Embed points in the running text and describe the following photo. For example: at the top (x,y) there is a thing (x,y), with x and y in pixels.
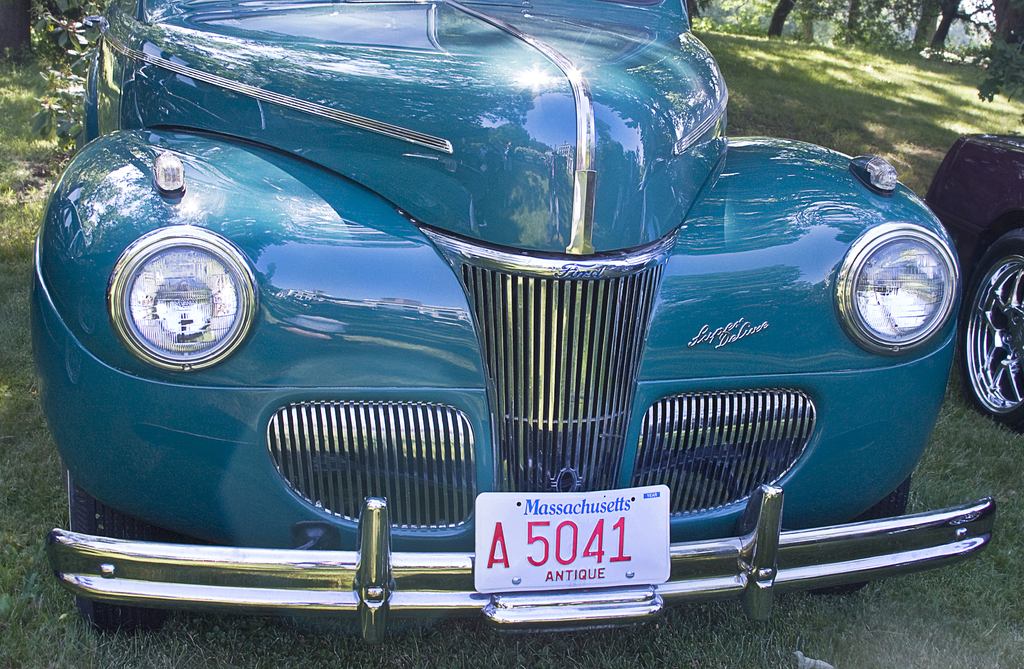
We can see car (711,282) on the grass (339,636) and we can see number plate (584,518) on this car (563,467). On the right side of the image (997,339) we can see wheel (1022,336). In the background (824,2) we can see trees (752,3).
